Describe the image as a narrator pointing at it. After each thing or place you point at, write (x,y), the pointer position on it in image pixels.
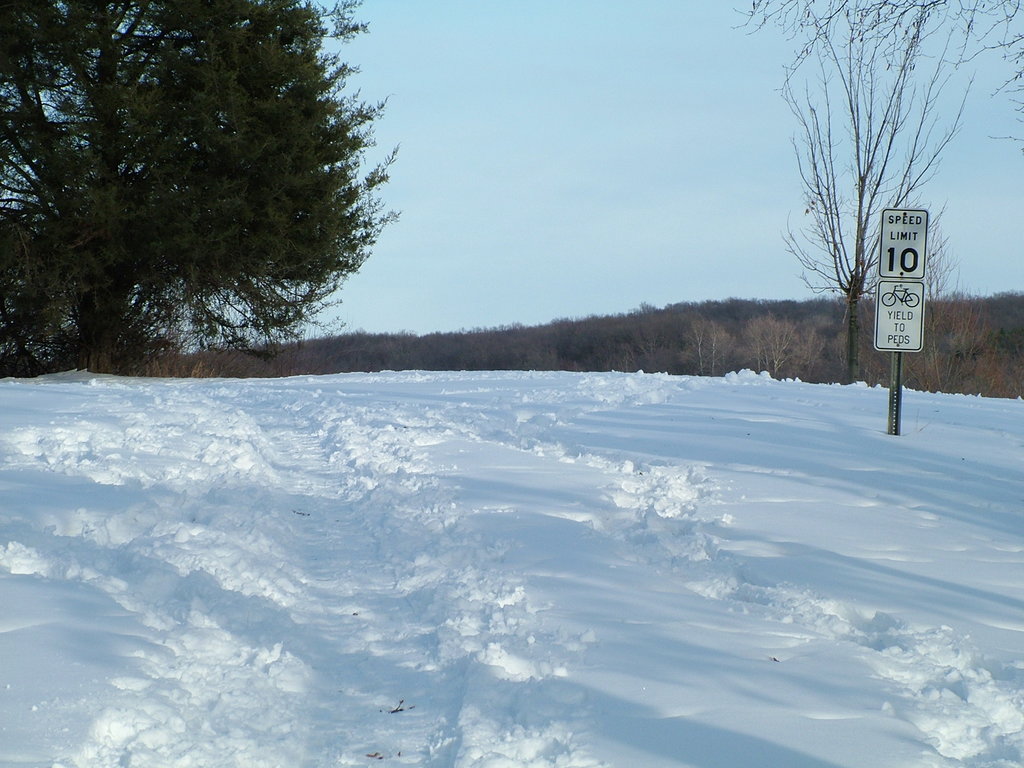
In this picture we can see snow (616,563) at the bottom (564,596), in the background (701,330) there are some trees (27,157), we can see a board (890,323), there is the sky (580,155) at the top of the picture (582,124).
